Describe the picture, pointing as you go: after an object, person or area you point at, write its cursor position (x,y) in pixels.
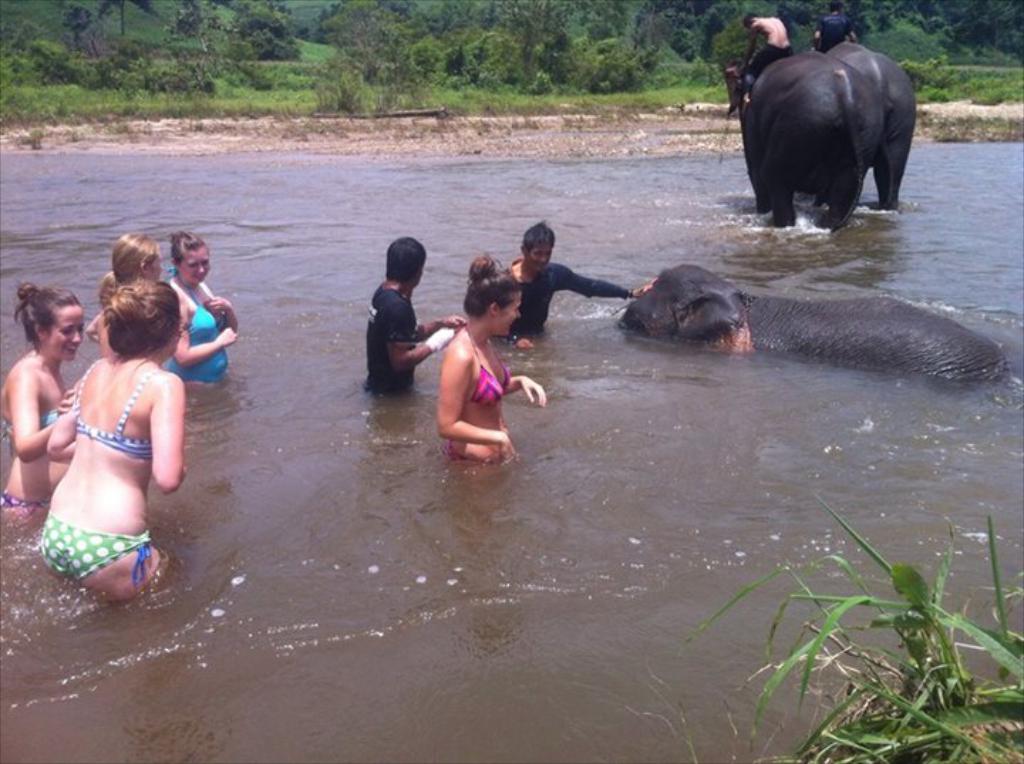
In the foreground (542,224) I can see a group of people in the water (647,496) and three elephants (749,107). In the background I can see trees (120,50) and mountains (264,69). This image is taken may be near the lake (584,185).
